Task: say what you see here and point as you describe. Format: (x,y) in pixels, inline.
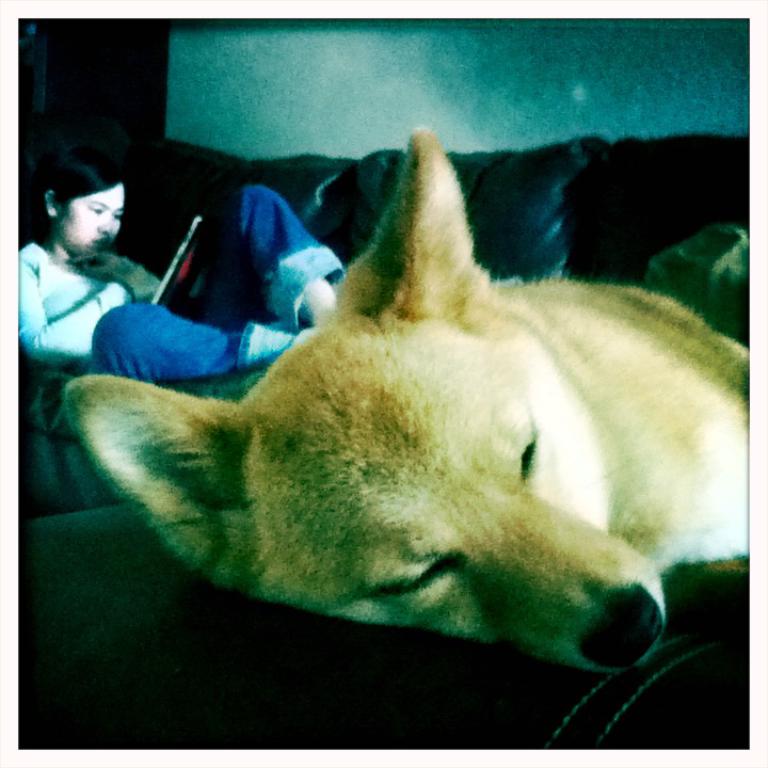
This picture shows a woman (131,317) seated on the sofa (84,370) and we see a book (191,229) in her hand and we see a dog (398,359). The dog (402,461) is white and brown in color.
